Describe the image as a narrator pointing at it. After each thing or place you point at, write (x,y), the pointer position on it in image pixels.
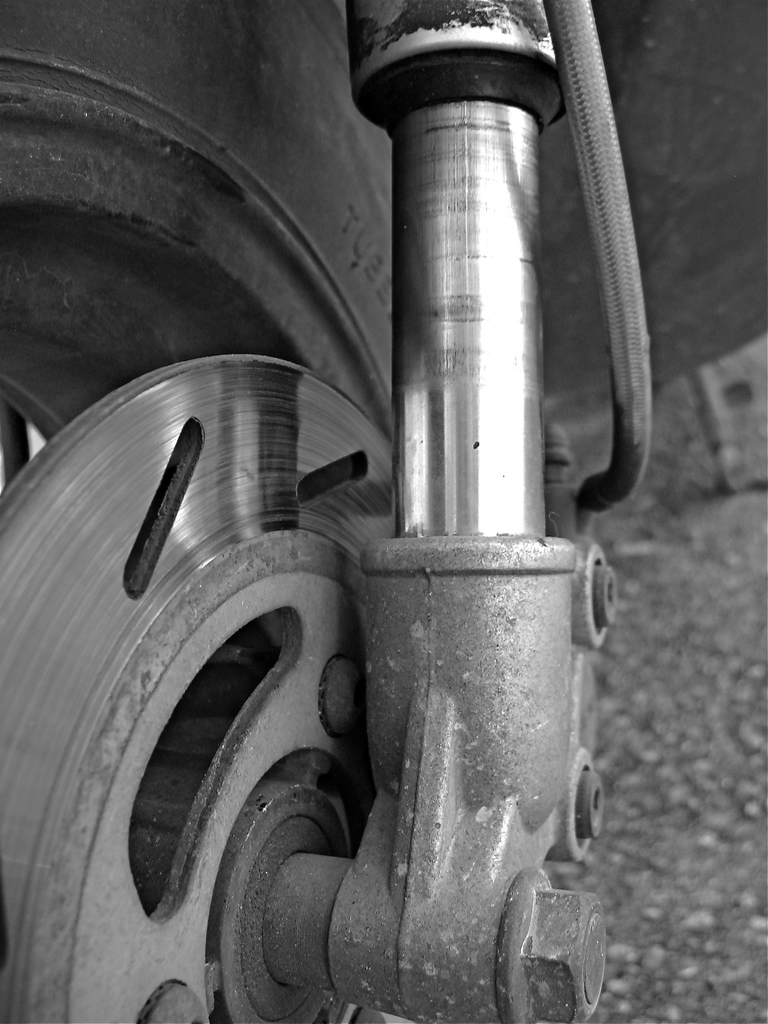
It is a black and white image and also it is a zoomed in picture of a bike wheel (366,131).
